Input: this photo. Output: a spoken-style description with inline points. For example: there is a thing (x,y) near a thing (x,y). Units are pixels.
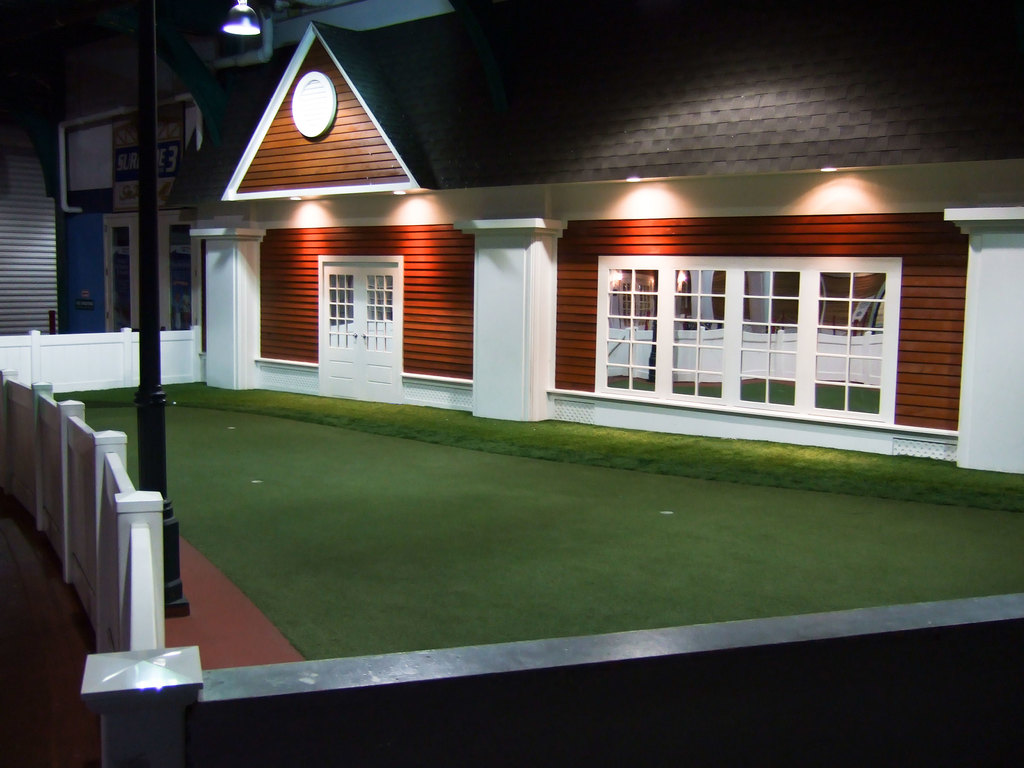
In this picture we can see a compound wall (555,708). Some grass (1005,584) is visible on the ground (295,608). We can see some fencing (60,442) on the left side (105,509). There is a building (360,343), street light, shutter (38,277) in the background (42,227).
